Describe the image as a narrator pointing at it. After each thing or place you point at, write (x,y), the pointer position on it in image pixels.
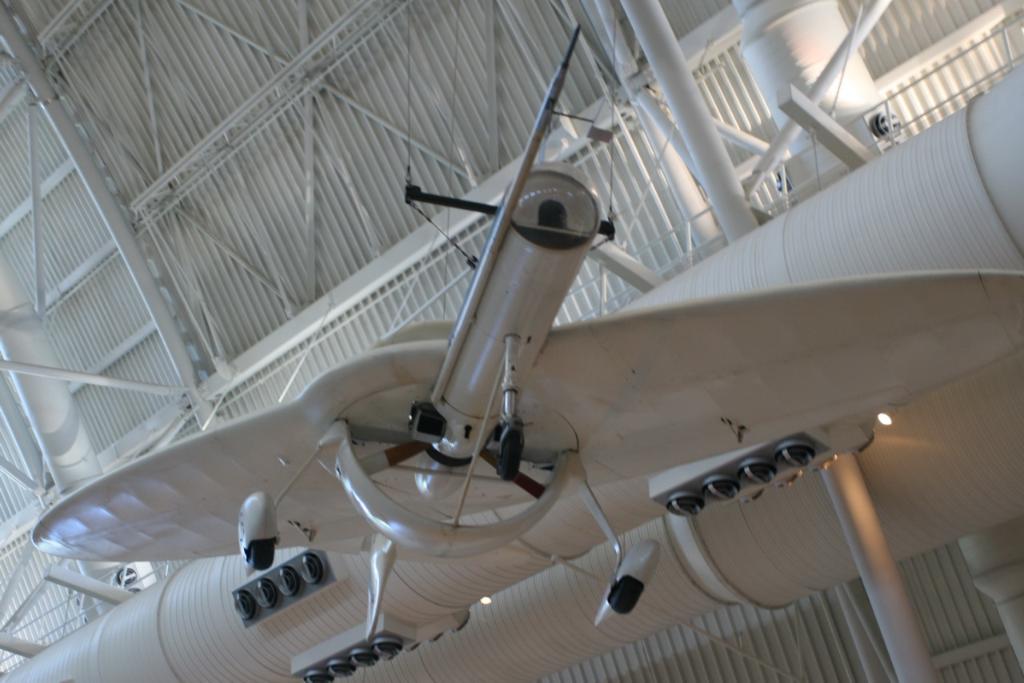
In this image I can see an aircraft (479,476) which is cream in color is hanged to the ceiling (438,164). I can see few lights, few metal rods (316,62) and the cream colored ceiling (320,135).
